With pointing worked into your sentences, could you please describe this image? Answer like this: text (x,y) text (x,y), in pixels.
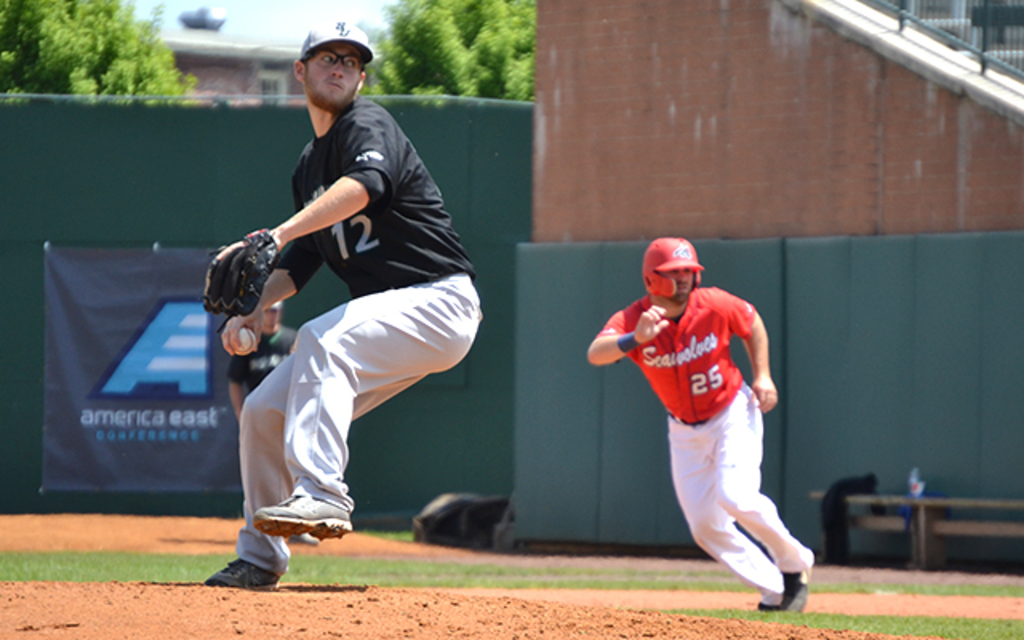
In the picture we can see people (348,114) playing baseball. In the foreground (330,261) we can see a person (304,368) throwing ball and there is soil (225,620) also. In the middle (646,347) towards right (707,351) there is a person (706,408) running. In the background (50,79) there are trees (54,47), banner (155,347), board (192,161), buildings (209,64) and sky (327,5).
